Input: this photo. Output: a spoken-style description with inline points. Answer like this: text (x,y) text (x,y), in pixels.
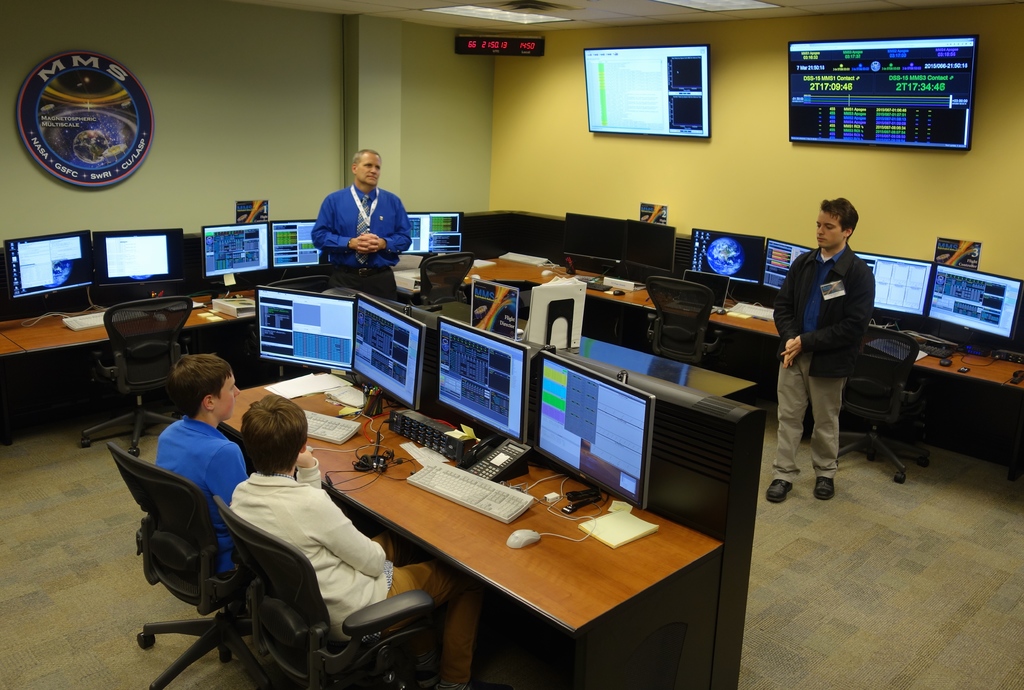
There are two persons (285,480) sitting on the chairs (171,501). These are the tables (1008,365). On the table (383,481) there are monitors (245,239), keyboards (427,476), mouse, and book (618,537). Here we can see two persons (378,174) are standing on the floor (901,610). On the background (442,136) there is a wall (535,116) and these are the screens (807,104). And this is frame (109,114).
